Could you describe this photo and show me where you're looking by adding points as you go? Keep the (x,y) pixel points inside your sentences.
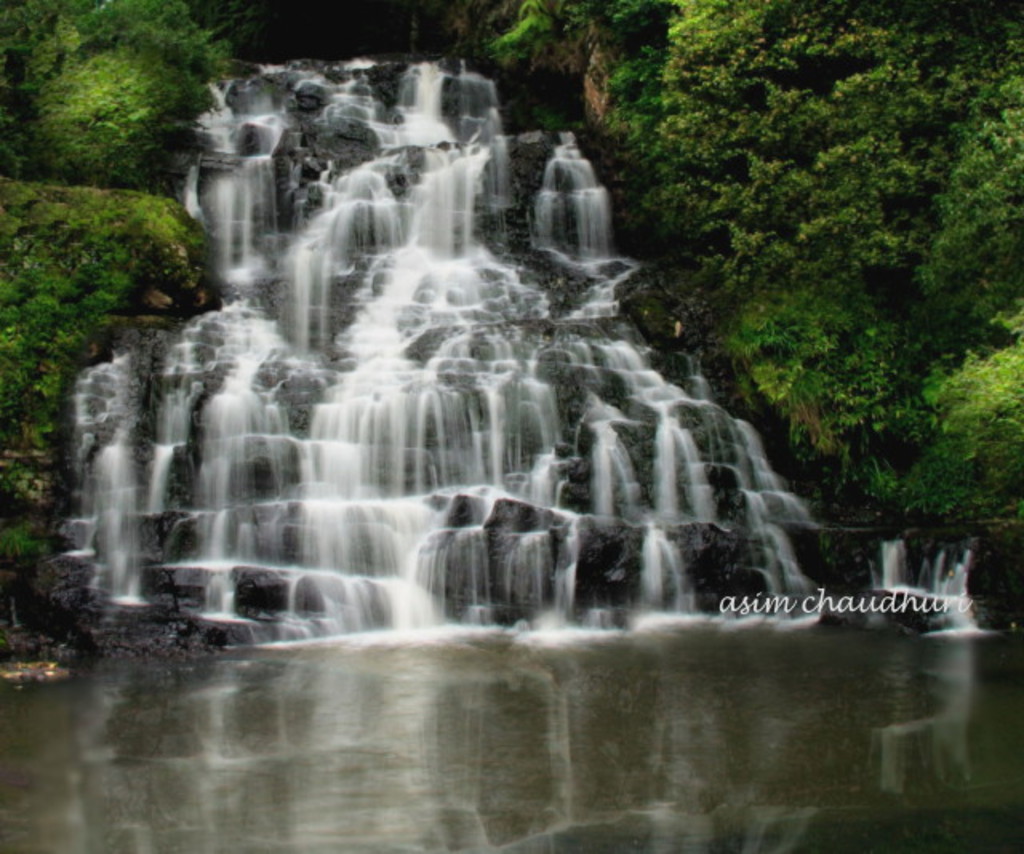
In this image in the front (633,746) there is water (553,744). In the background (397,439) there is a water fountain (420,294) and there are trees (1003,227).
